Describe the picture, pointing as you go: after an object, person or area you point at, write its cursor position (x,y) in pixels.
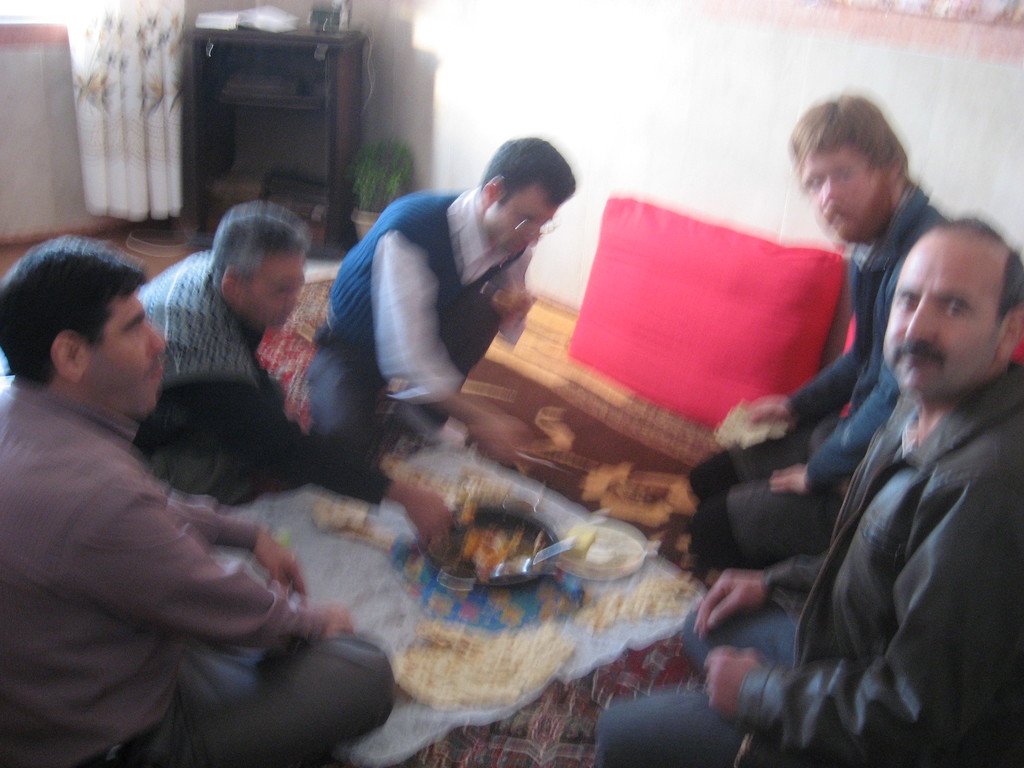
In this image we can see few people (395,365) sitting on the floor (626,673) and there are few objects (524,571) on the cloth (645,633), there is a pillow (695,284) near the wall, in the background (311,118) there is a cupboard (295,87) and few objects (312,26) on the cupboard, there is a house plant (369,200) and a curtain (135,112) beside the cupboard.
